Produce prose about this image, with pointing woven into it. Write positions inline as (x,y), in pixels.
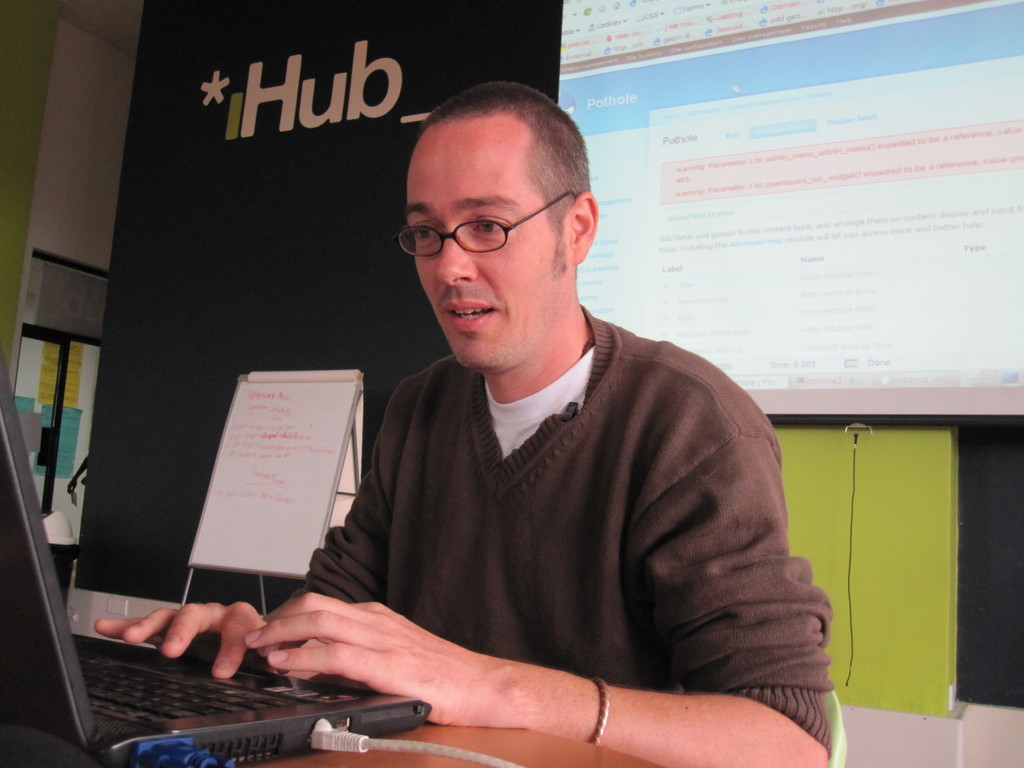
In this image we can see one person (703,543) sitting, beside that we can see an electronic gadget (249,714) on the table (565,747). And we can see text (262,434) written on the board (268,470), beside that we can see display (877,176) with some text (829,225) written on it, towards that we can see cable wire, on the left (89,374) we can see the window (73,399).
